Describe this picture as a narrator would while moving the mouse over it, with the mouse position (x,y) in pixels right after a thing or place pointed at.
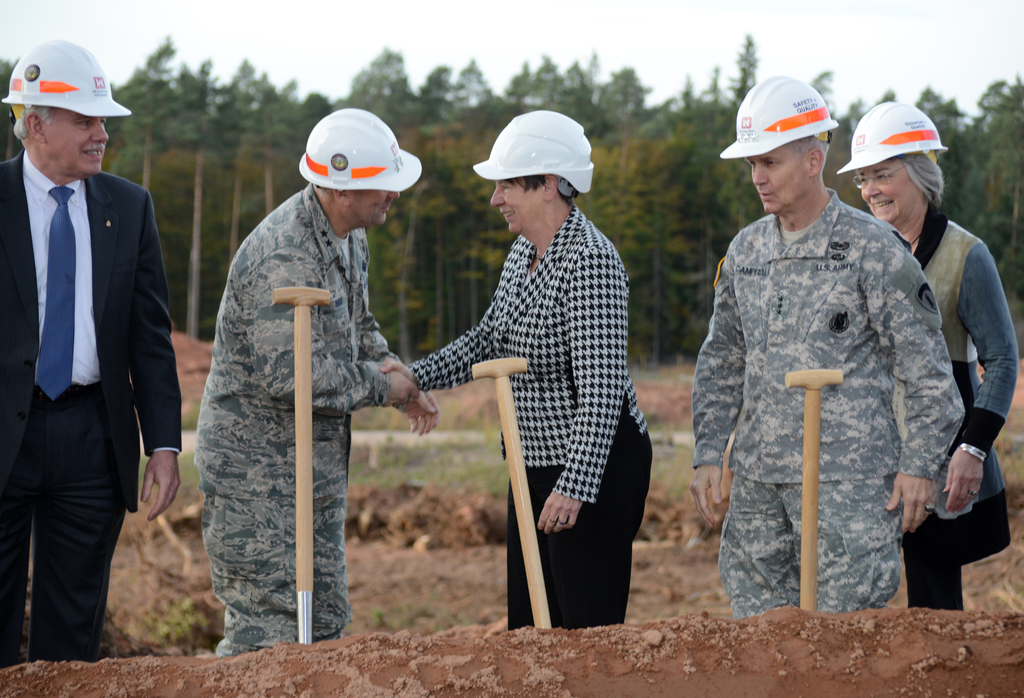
There is a group of persons (502,298) standing and wearing a white color helmets (63,43) as we can see in the middle of this image (347,327). There are some trees (217,179) in the background (203,165), and there is a sky (315,24) at the top of this image (535,50).
